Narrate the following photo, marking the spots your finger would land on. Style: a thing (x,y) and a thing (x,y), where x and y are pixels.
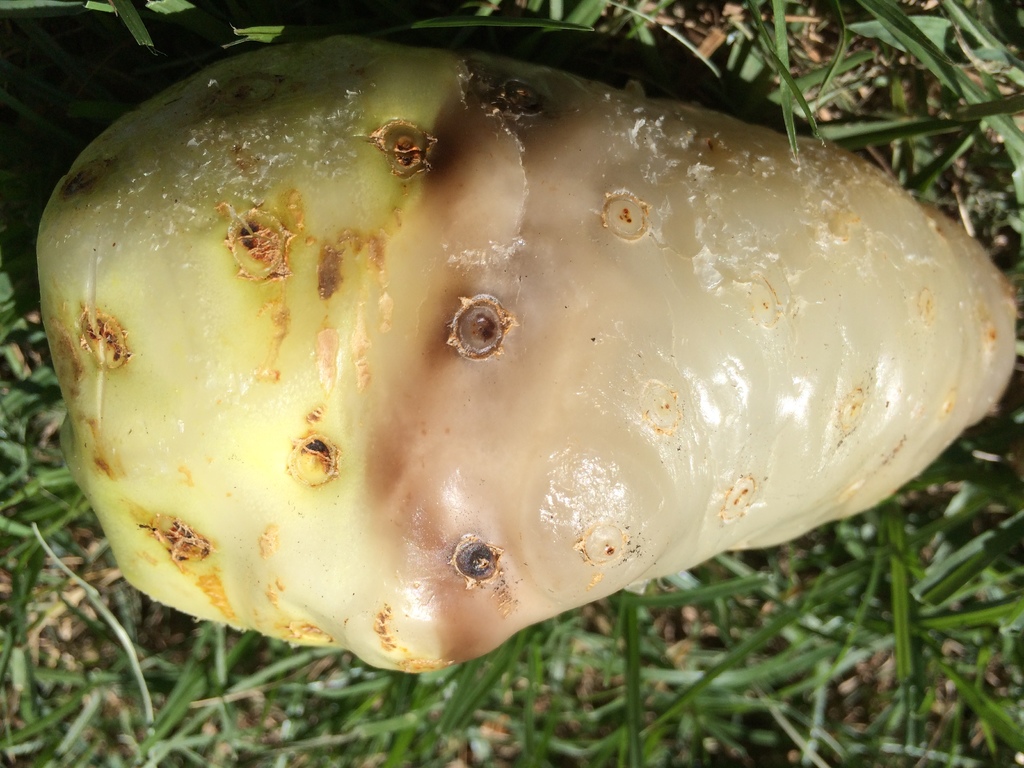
In this image, I think this is a vegetable (675,293). Here is the grass (787,69), which is green in color.
